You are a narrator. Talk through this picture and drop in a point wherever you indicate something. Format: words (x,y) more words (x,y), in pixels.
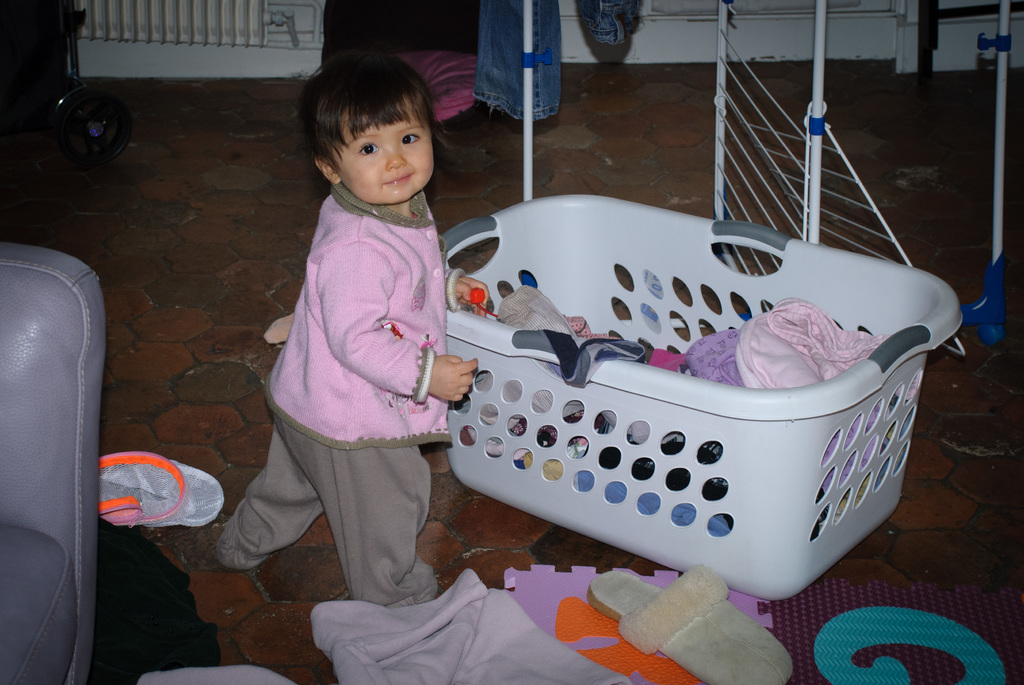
In the picture I can see a baby (329,358) standing on the floor (461,498) and there is a smile on the face (425,178). I can see a plastic basket (797,397) on the floor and I can see the clothes (710,338) in the basket (732,405). There is a sofa (83,591) on the left side (61,550). I can see the clothes (131,569) on the floor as well.
